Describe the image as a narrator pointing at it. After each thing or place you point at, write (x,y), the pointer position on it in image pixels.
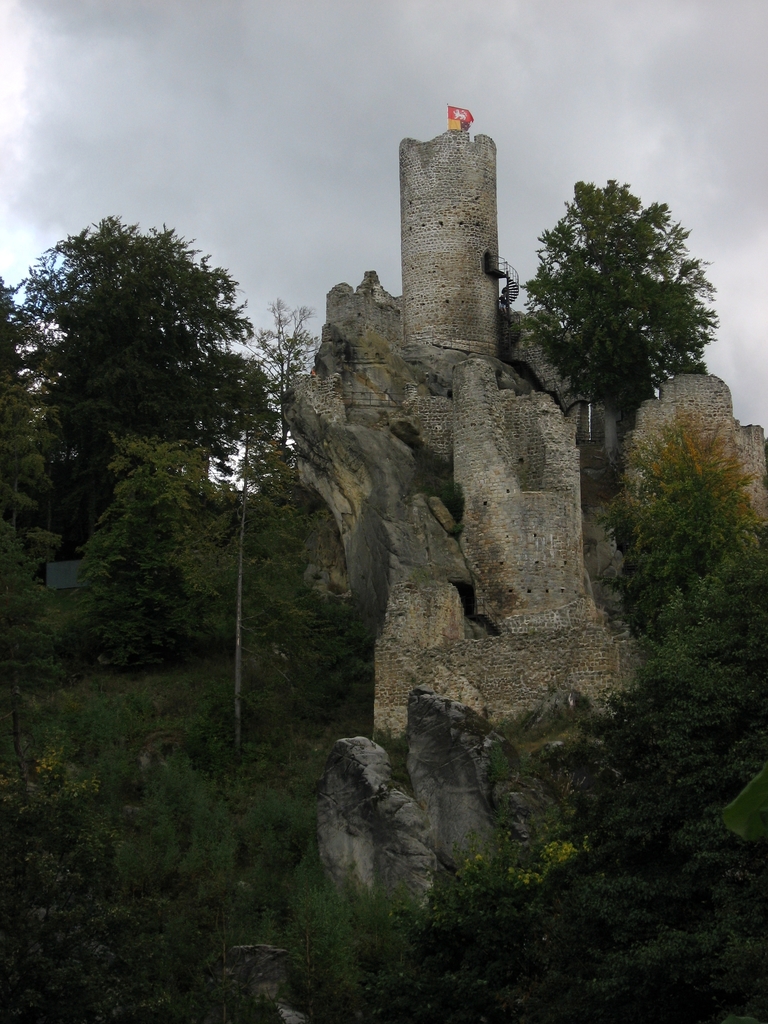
In this picture we can see few trees (149,334), rocks (446,749) and a fort (566,395).
